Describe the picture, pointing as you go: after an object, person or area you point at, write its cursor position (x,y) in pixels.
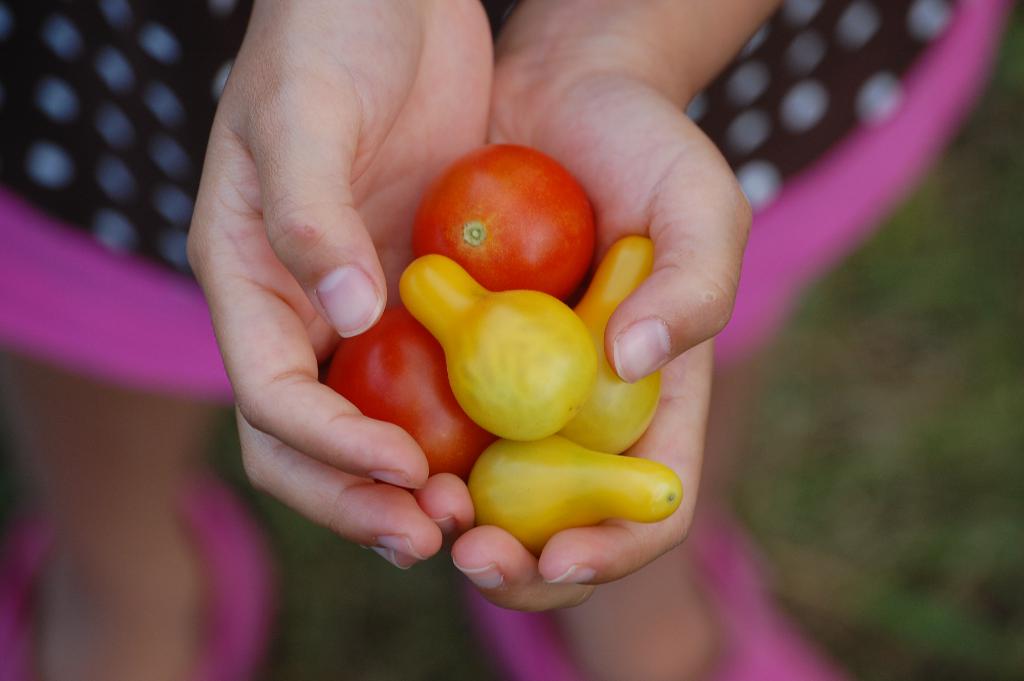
We can see a person (529,610) is standing and holding tomatoes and other vegetable items (582,427) in the hand (523,595). In the background (757,570) the image is blur.
